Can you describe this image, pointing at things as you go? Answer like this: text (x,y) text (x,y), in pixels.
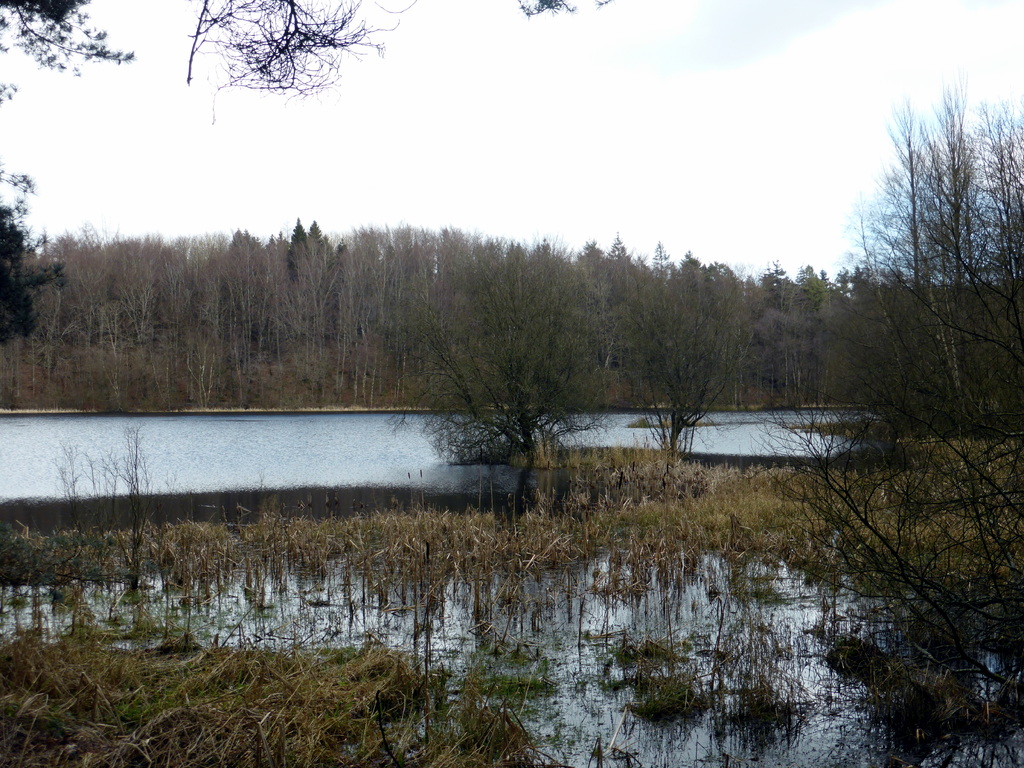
In this image, there is an outside view. There is a lake (325,469) in between trees (534,373). There is a sky (595,107) at the top of the image (557,58).
